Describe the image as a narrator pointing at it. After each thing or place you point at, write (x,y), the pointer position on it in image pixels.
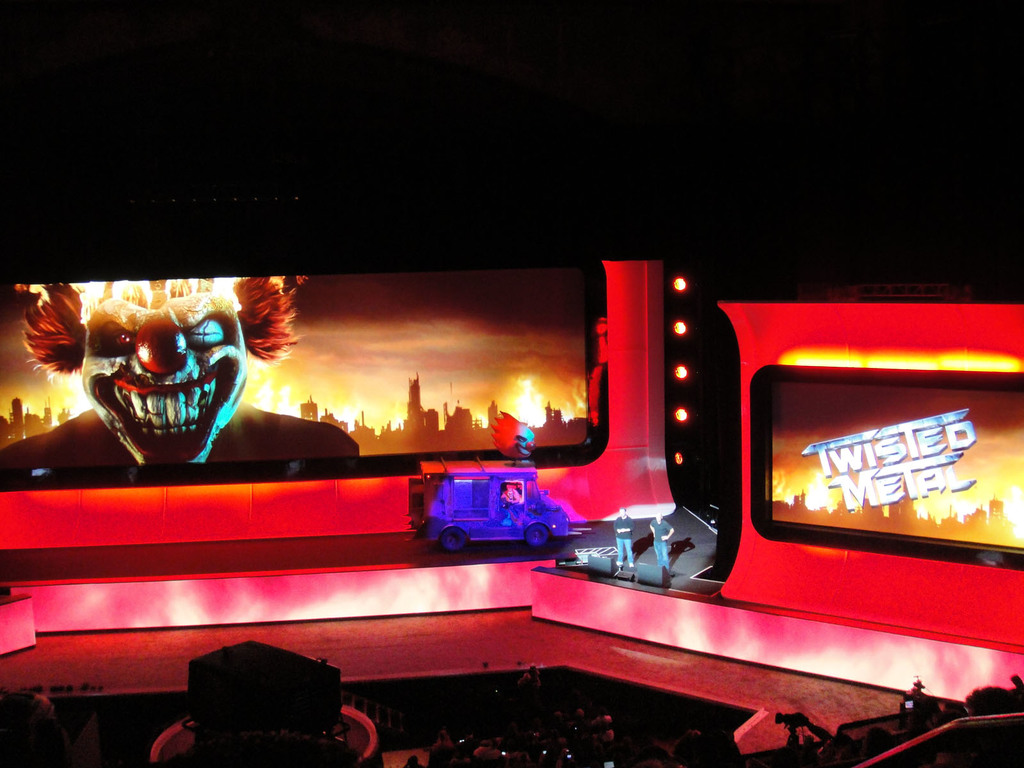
This picture might be taken in a concert, in this image at the bottom (626,748) there are a group of people (635,752) sitting and some of them are holding cameras (908,710) and mobiles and there is some object (326,681). In the center (464,510) there are two persons (626,536) standing and one vehicle (479,509), and in the background (568,380) there are screens (870,472) and stage (415,569). At the top of the image (366,212) there is black color.
